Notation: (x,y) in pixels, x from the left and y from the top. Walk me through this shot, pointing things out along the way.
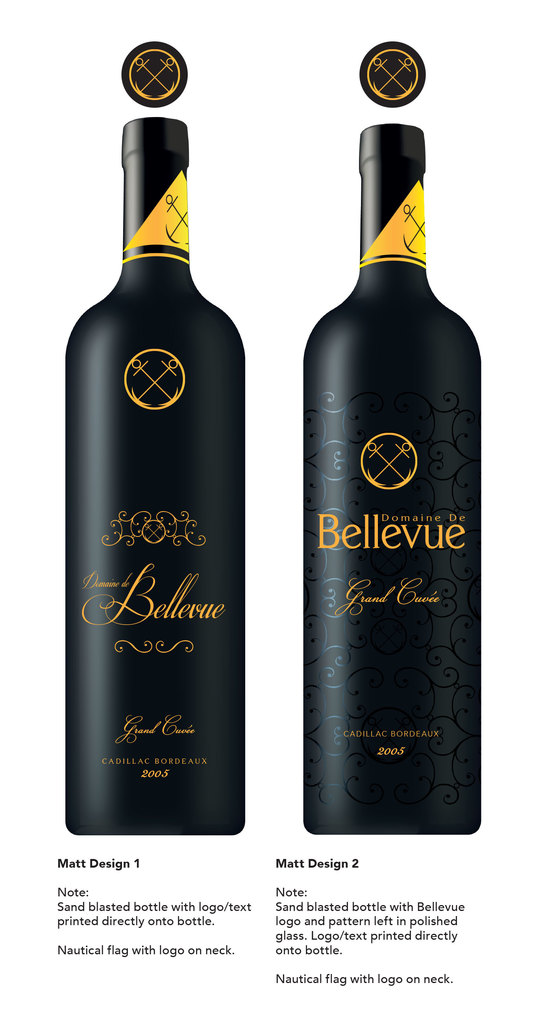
In this image we can see the picture of two bottles (224,813) and some text (316,923) under them.
